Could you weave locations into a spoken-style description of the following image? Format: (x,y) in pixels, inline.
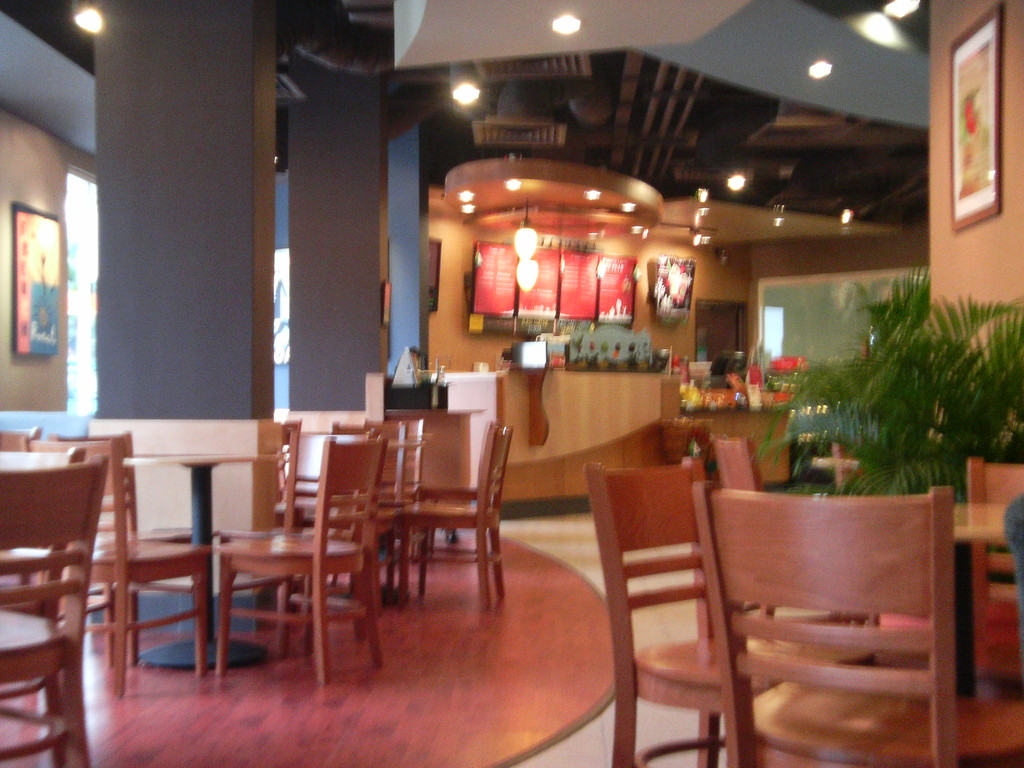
In this image we can see some chairs (342,551) and tables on the floor (422,605). We can also see some pillars (244,380), a photo frame (12,333) hanged to a wall (58,195) and some plants (884,484). On the backside (480,267) we can see a board (482,286) and a roof (632,126) with some ceiling lights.
